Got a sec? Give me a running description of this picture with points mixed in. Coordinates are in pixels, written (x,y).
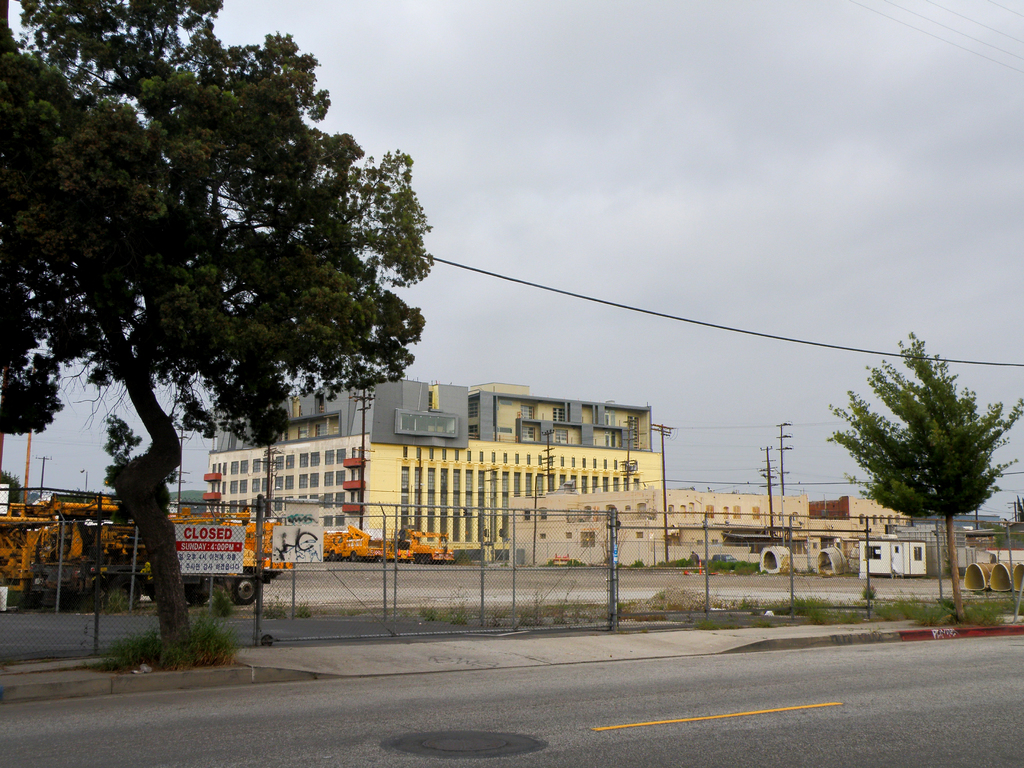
In this image, I can see the boards (220,530) to the fence (512,583) and there are vehicles (363,540), buildings (371,525), grass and electric poles (664,454) with current wires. On the left (134,373) and right side of the image (932,444), I can see the trees (961,455). At the bottom of the image (402,733), there is the road (736,714). In the background (440,274), I can see the sky (533,321). On the right side of the image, I can see the concrete pipes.
